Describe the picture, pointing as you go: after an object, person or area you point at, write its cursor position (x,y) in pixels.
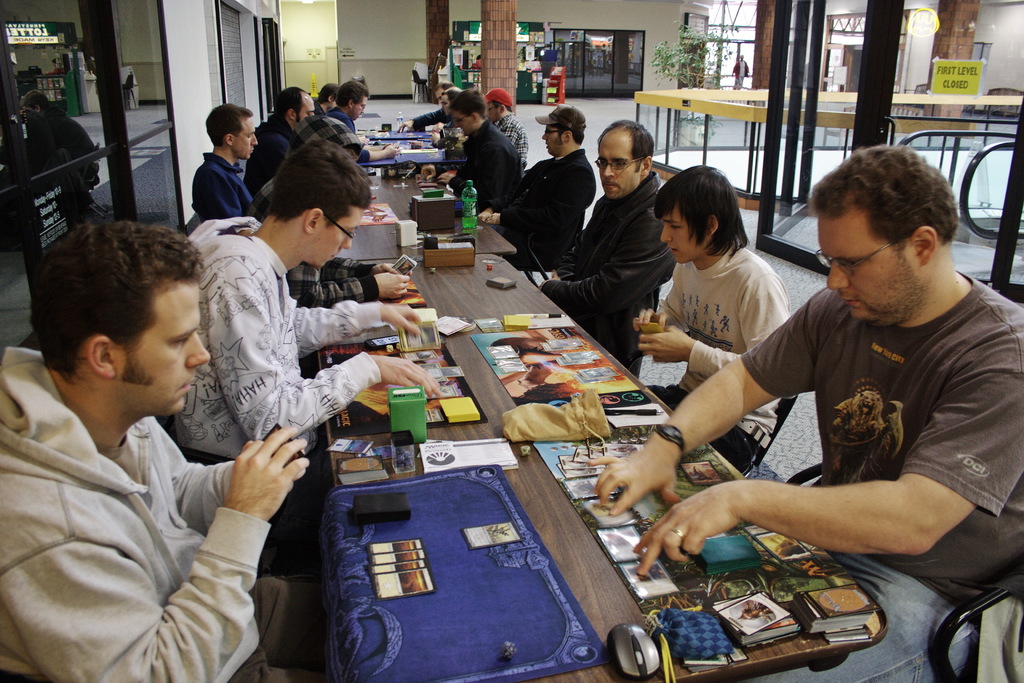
In this image we can see this people (114,301) are sitting around the table (657,681).
